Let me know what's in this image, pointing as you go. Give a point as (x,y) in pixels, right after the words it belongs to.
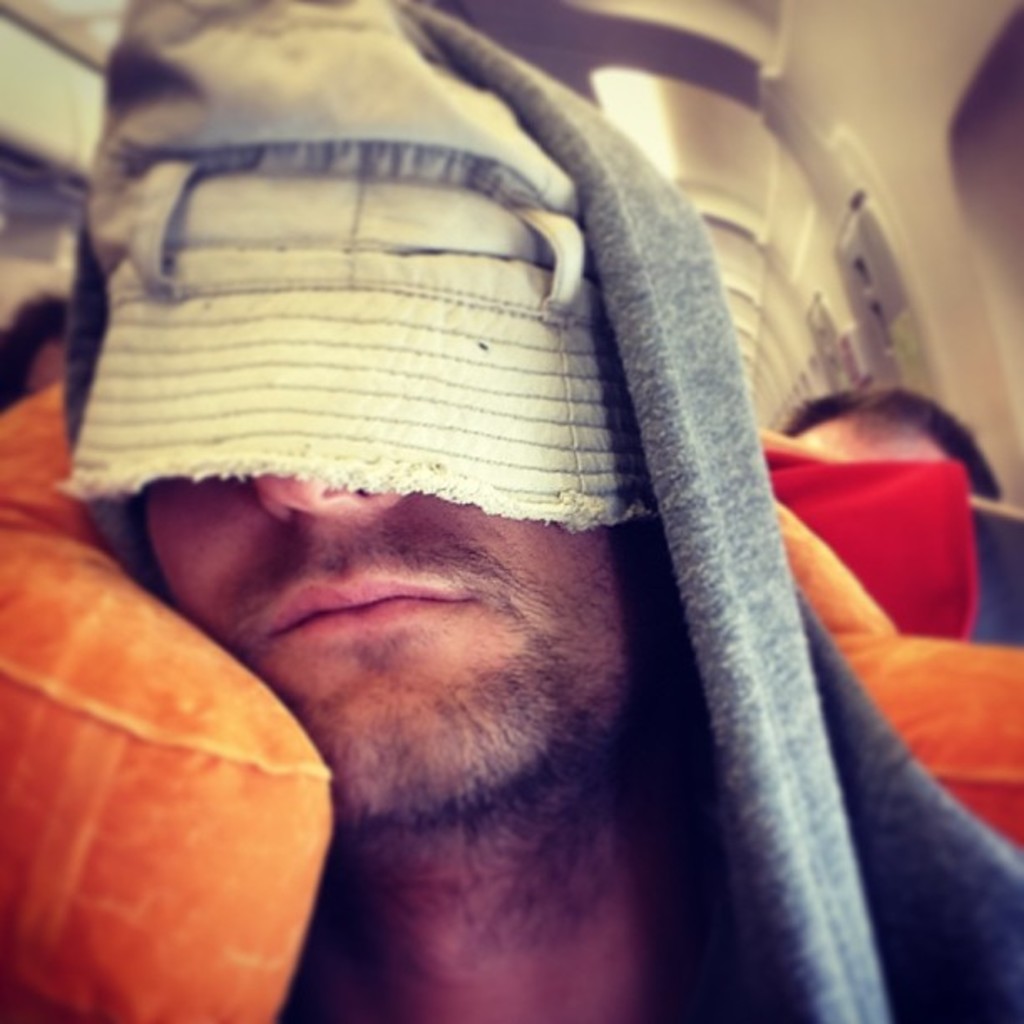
The man (619,844) in the front of the picture (506,671) wearing a grey jacket (752,641) is sleeping. Behind him, we see an orange pillow (145,735) and we even see people (948,428) are sitting on the seats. This picture might be clicked in a plane (748,117).
